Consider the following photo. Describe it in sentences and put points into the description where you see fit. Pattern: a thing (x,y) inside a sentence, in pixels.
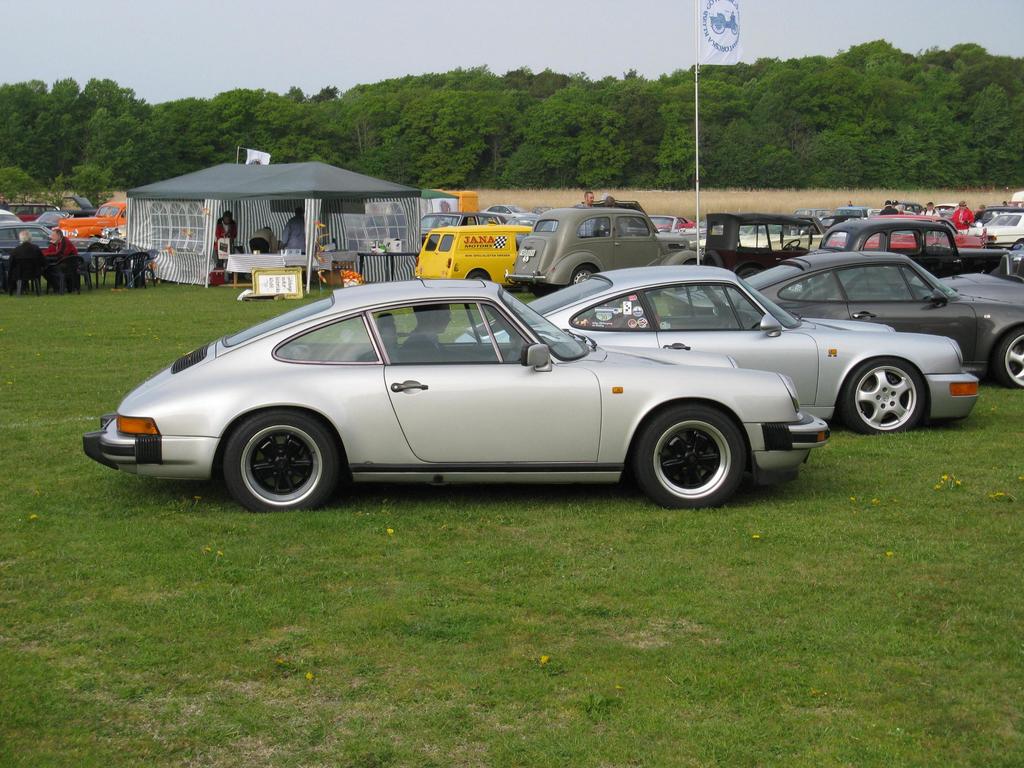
In this image there are cars (561,271) in a field (463,538) and there is a tent (337,233), near the tent (197,268) there are table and few people (40,261) are sitting on chairs (73,255), in the background (151,156) there are trees (718,112) and the sky (536,61).
